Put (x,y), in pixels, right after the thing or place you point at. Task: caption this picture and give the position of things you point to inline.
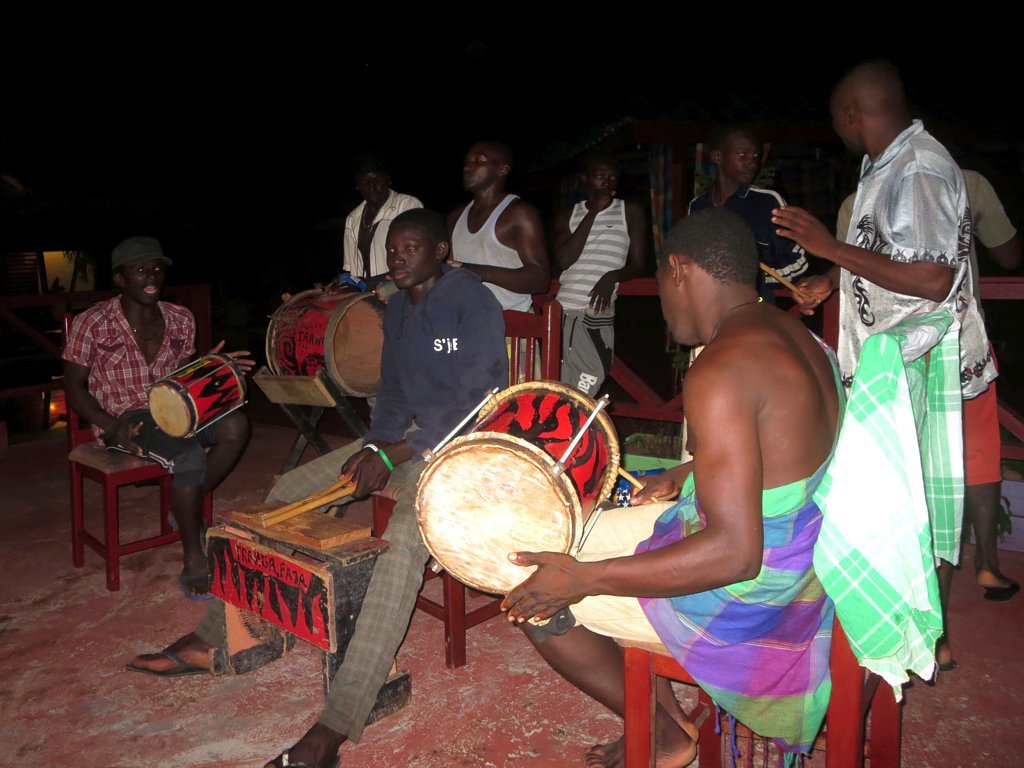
There are few people (364,686) sitting here on the chair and playing musical instruments (564,441). On the right (901,244) there is a person (901,248) standing here.
